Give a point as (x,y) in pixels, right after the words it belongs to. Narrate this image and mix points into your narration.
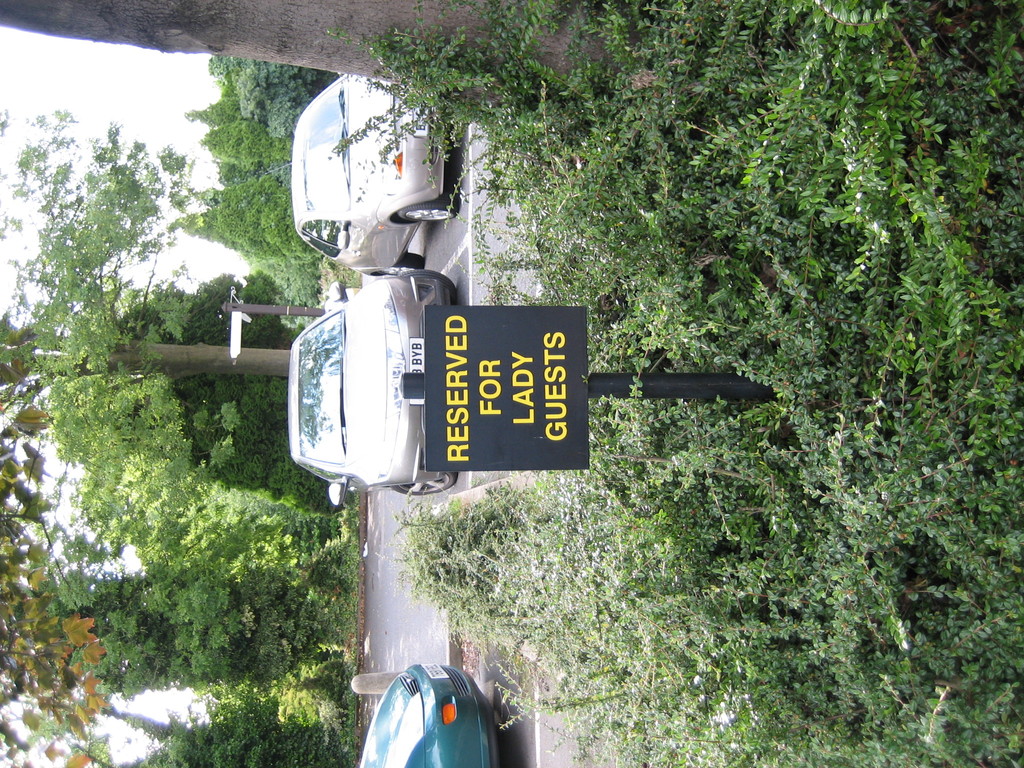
This is a tilted picture. In this picture we can see trees (279,618), plants (930,606) and poles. We can see vehicles (391,261) on the road (418,250). In the middle of the picture (532,417) we can see a board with some information.
